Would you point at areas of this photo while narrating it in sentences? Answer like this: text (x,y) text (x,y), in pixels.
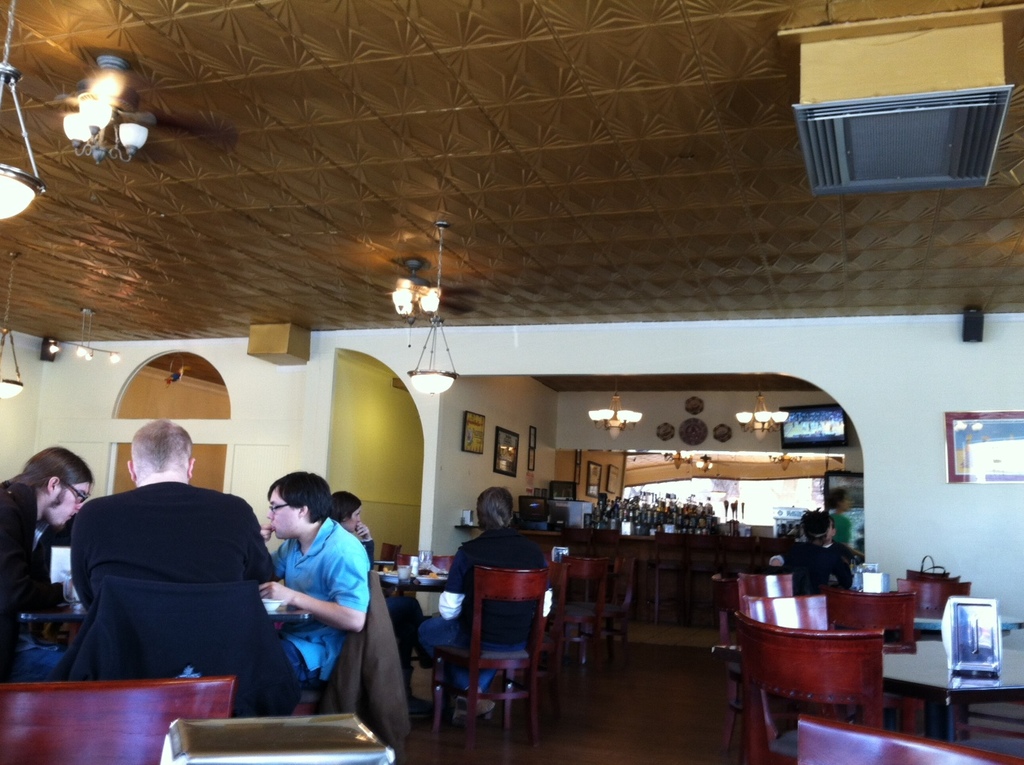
In this picture we can see a group of people (138,455) sitting on chair (172,613) and in front of them there is table (390,583) and on table (434,582) we can see glass (401,571) and in the background (326,420) we can see wall (36,384), lights (2,365), frames (505,457), bottles (679,511), screen (806,433).
